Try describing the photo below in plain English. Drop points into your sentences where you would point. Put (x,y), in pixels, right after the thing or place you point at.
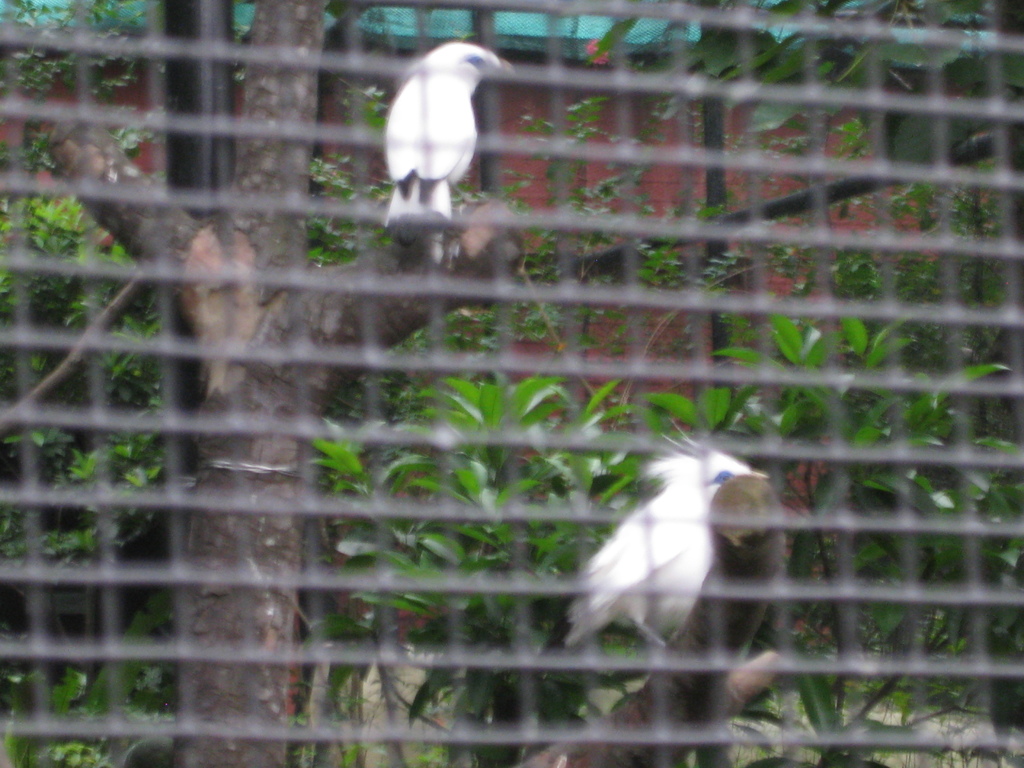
In this image, we can see a mesh (217,431), birds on the tree (260,138) and there are plants (608,150) and there is a wall (650,110).
